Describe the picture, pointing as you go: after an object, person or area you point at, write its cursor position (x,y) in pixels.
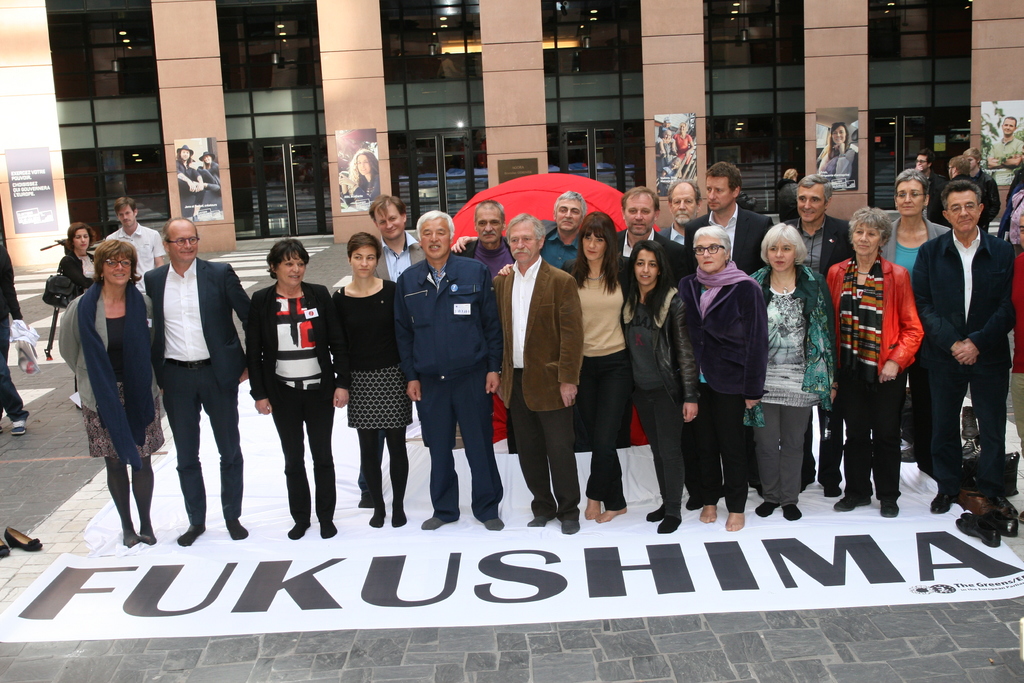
In this image there are group of people (527,281) standing on the floor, Behind them there is a red color cloth (532,193). In the background (511,111) there is a building (754,38). There are few wall posters (191,148) stick to the pillars (864,113) of the building (912,103).
